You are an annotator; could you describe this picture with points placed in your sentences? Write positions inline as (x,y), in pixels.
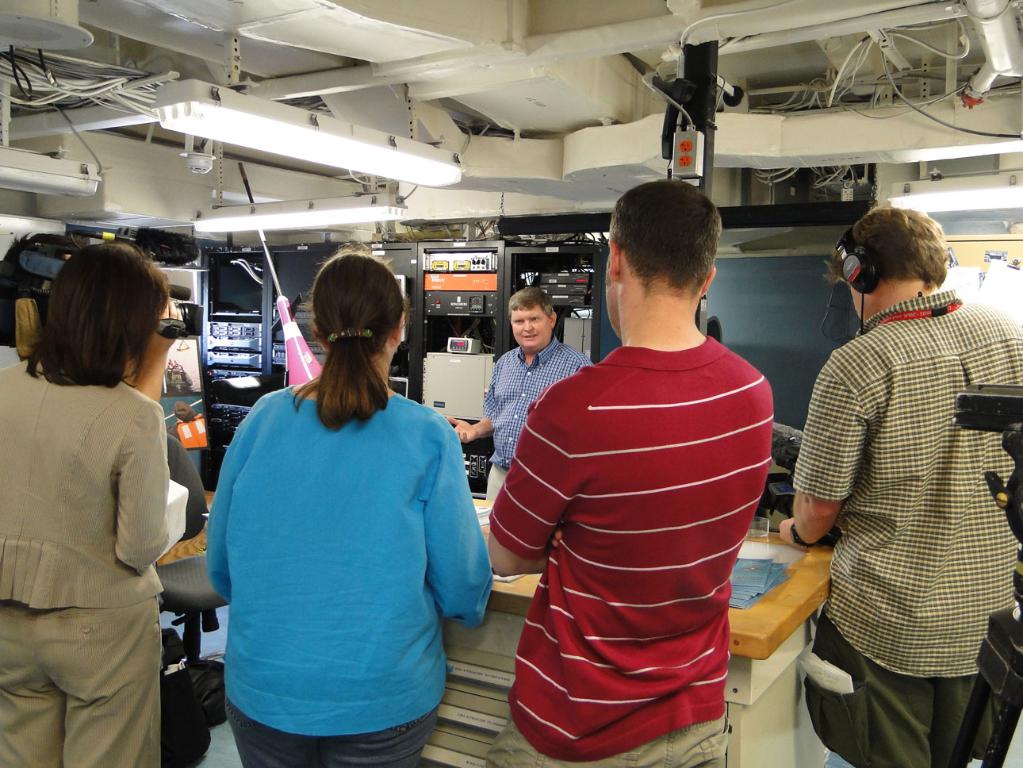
Here we can see few persons (519,571). This is a table (767,636). In the background (246,388) we can see few objects (478,357) and there are lights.
